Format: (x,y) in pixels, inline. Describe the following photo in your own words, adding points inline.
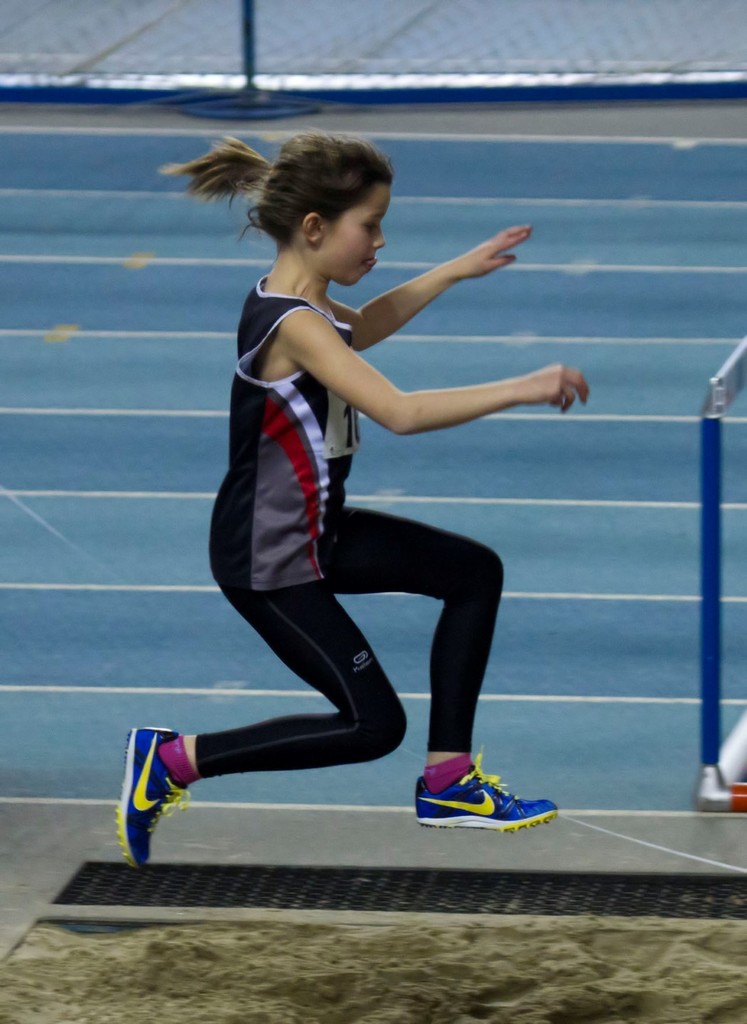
In the image I can see a girl (345,641) is in the air. The girl (356,514) is wearing tank top (336,525), pant (333,691) and shoes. In the background (446,336) I can see white lines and some other objects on the ground (609,425). I can also see a fence (362,49).
